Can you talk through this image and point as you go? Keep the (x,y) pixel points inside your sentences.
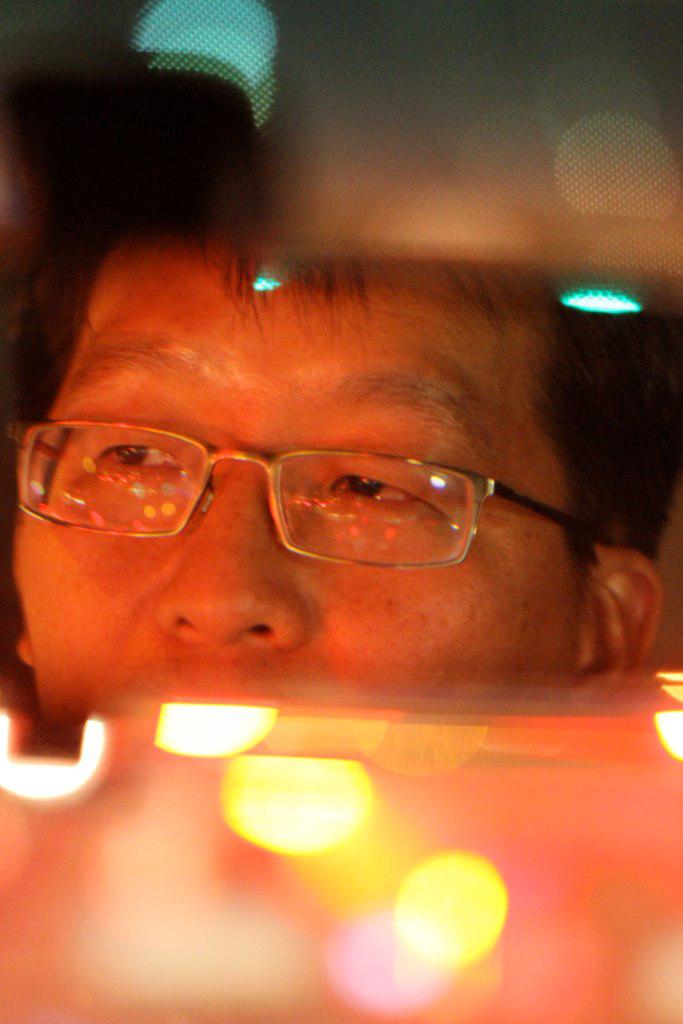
At the bottom (270,938) the image is blur but we can see lights (371,916) and at the top (415,17) the image is blur. In the middle (413,559) we can see a person's face reflection (223,476) on a mirror (156,615).
